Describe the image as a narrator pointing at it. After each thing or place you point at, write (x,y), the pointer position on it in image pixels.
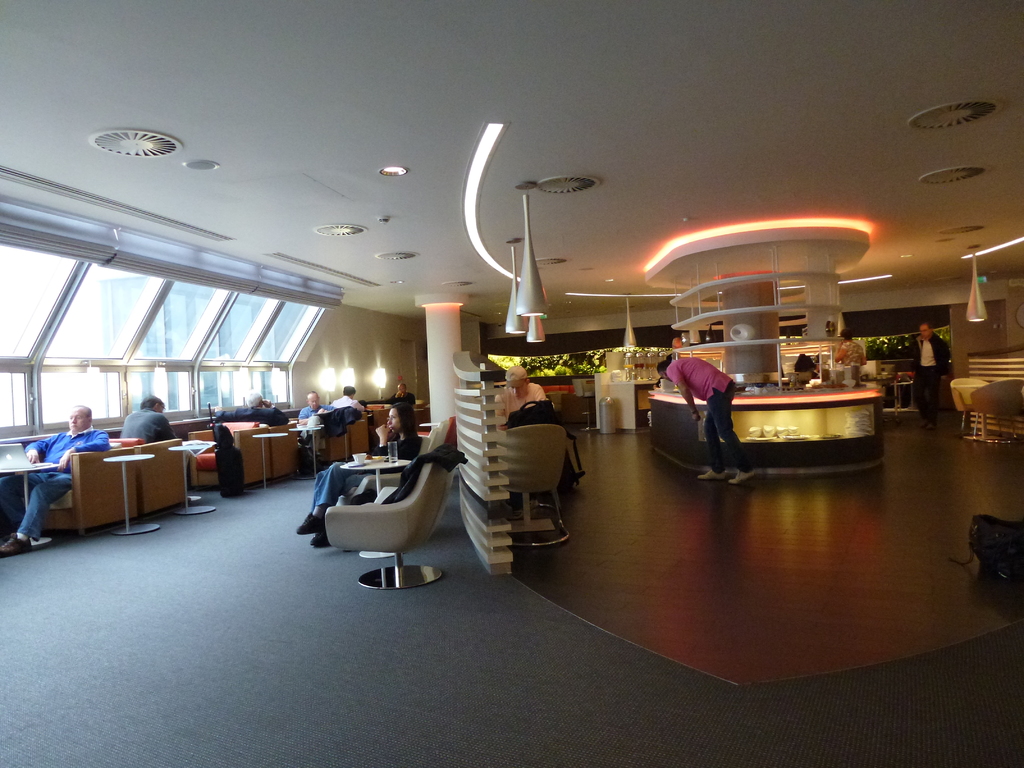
In the picture we can see a hall (901,590) with some chairs (584,390) and tables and beside it, we can see a glass wall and in the middle of the floor (673,696), we can see a desk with a person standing near it and on the ceiling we can see some lights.
